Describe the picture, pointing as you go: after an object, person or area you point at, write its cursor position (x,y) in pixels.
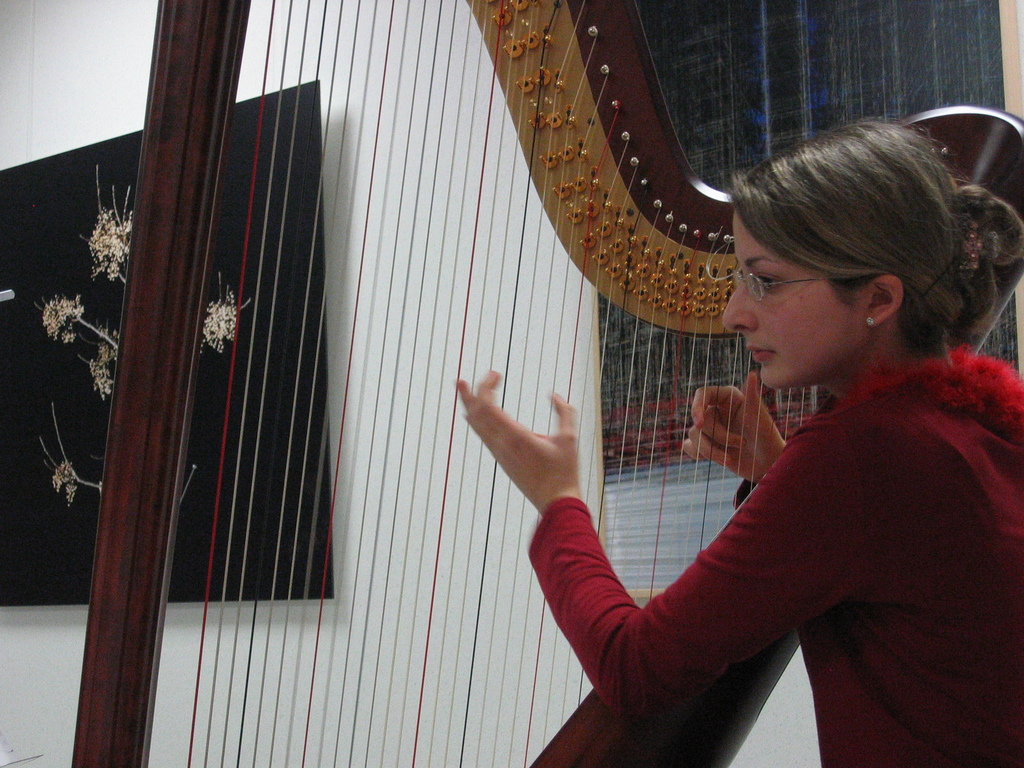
In this image there is one women (698,569) standing and holding an object (131,712) as we can on the right side of this image (698,297). There is a wall (104,102) in the background (454,508), and there is one object (248,428) attached on this wall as we can see on the left side of this image (55,357). there is one object (194,69) in the middle of this image (468,445).
